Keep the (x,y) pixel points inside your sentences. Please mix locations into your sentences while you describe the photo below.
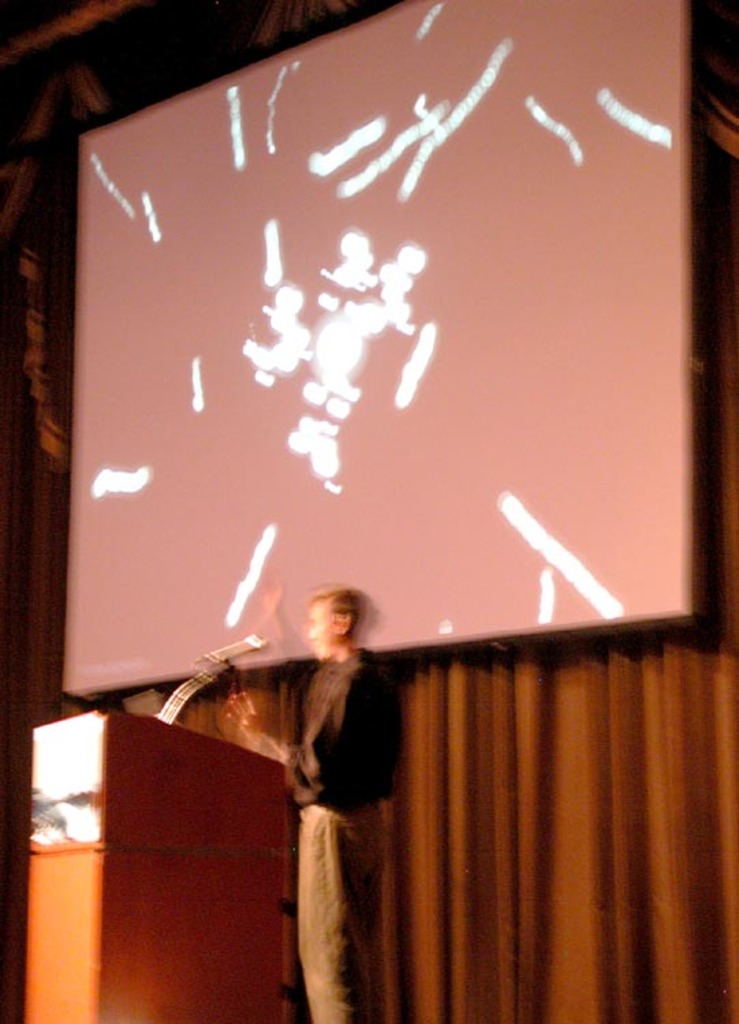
In this image in the center (324,613) there is one person (324,797) who is standing, and in front of him there is podium (287,944) and mike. And in the background (426,119) there is a screen (417,530) and curtain (592,667).
